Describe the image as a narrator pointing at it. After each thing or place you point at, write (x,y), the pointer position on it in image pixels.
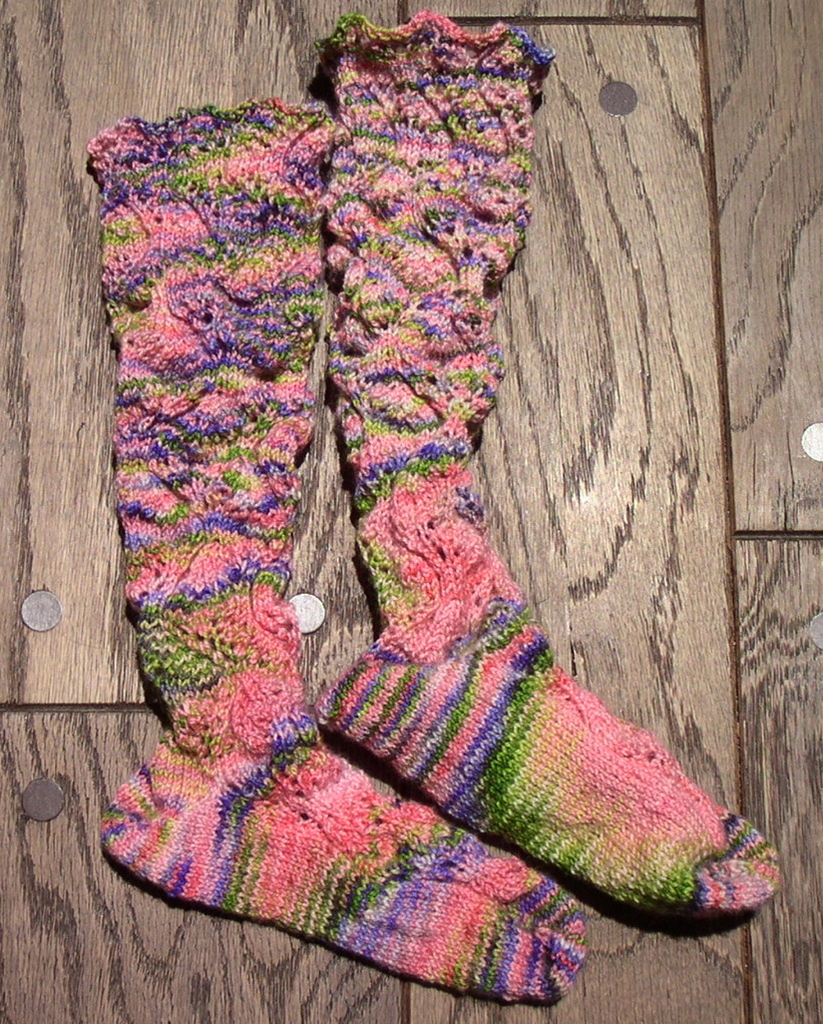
In this image, I can see the socks (243,541) and coins (322,617), which are placed on the floor (654,450). I think these are the tiles (678,687).
